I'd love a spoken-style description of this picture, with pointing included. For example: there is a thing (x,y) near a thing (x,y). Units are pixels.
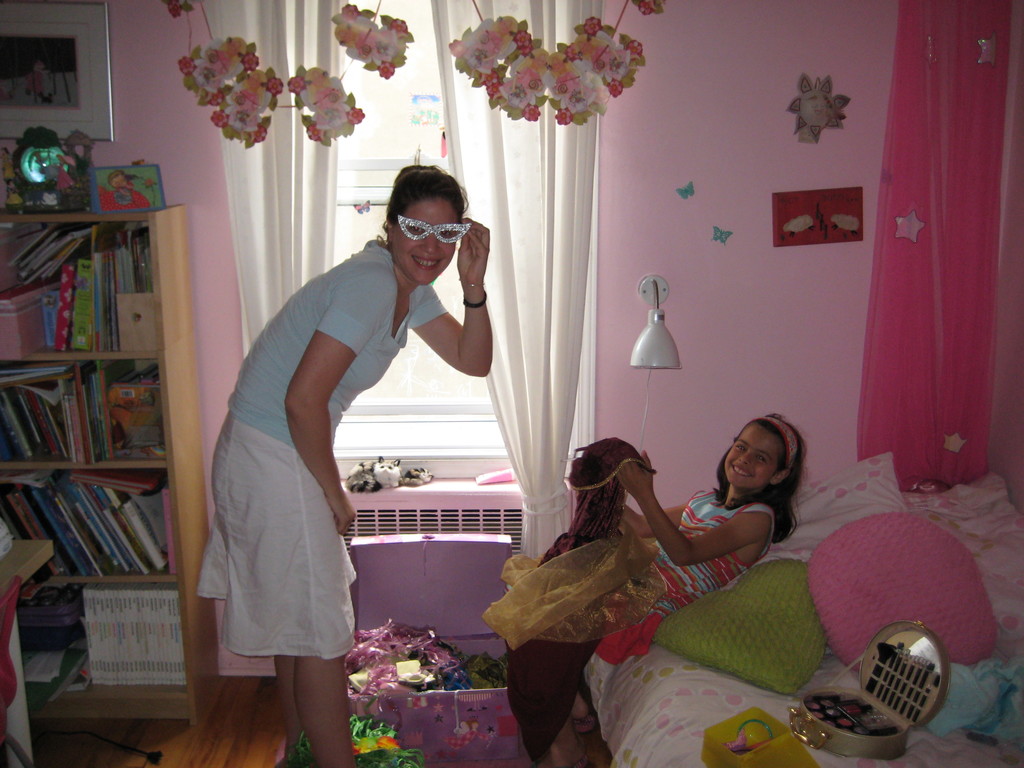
The picture seems to be clicked in kid bedroom (742,194), On the right side (882,545) there is bed (783,697) with pillows (797,626) and a girl (728,475) laying on it and in the front (378,318) there is a woman (327,501) stood, in the left side (125,271) there is a rack (159,464) with full of books (105,675) and in the back side (394,109) there is window (355,181) with curtains (480,188).
